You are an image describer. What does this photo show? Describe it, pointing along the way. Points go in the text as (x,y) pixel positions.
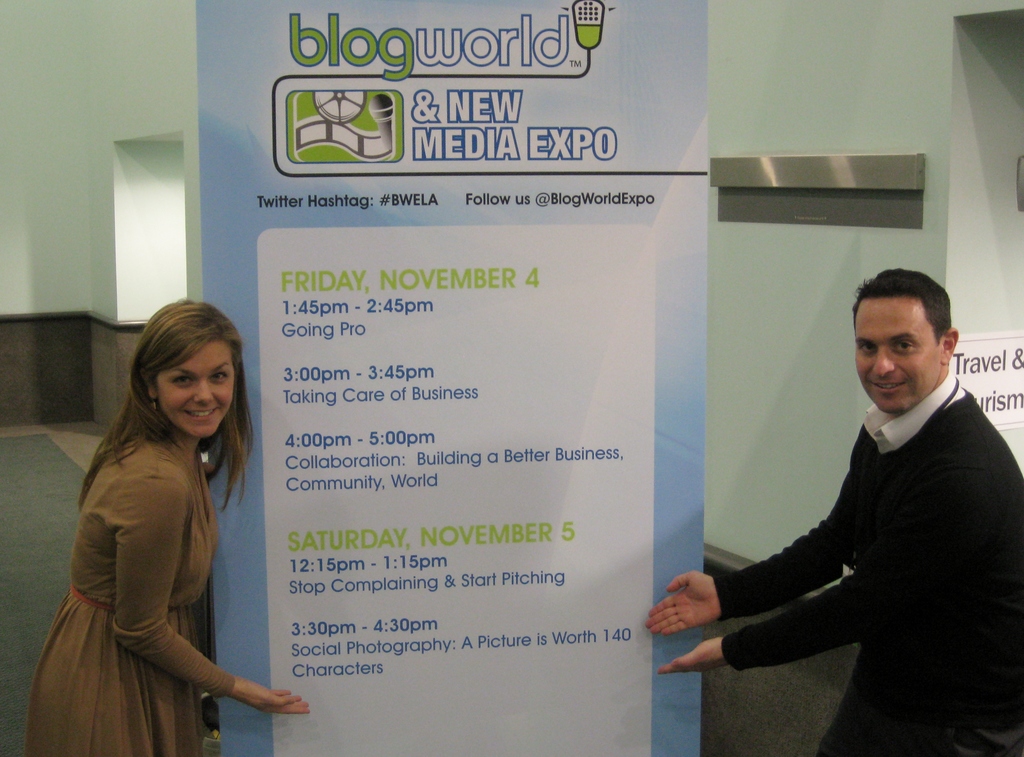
In this image, we can see a man (861,562) and a woman (60,716) standing and there is a poster (675,41), in the background (775,285) we can see a wall (786,275).
